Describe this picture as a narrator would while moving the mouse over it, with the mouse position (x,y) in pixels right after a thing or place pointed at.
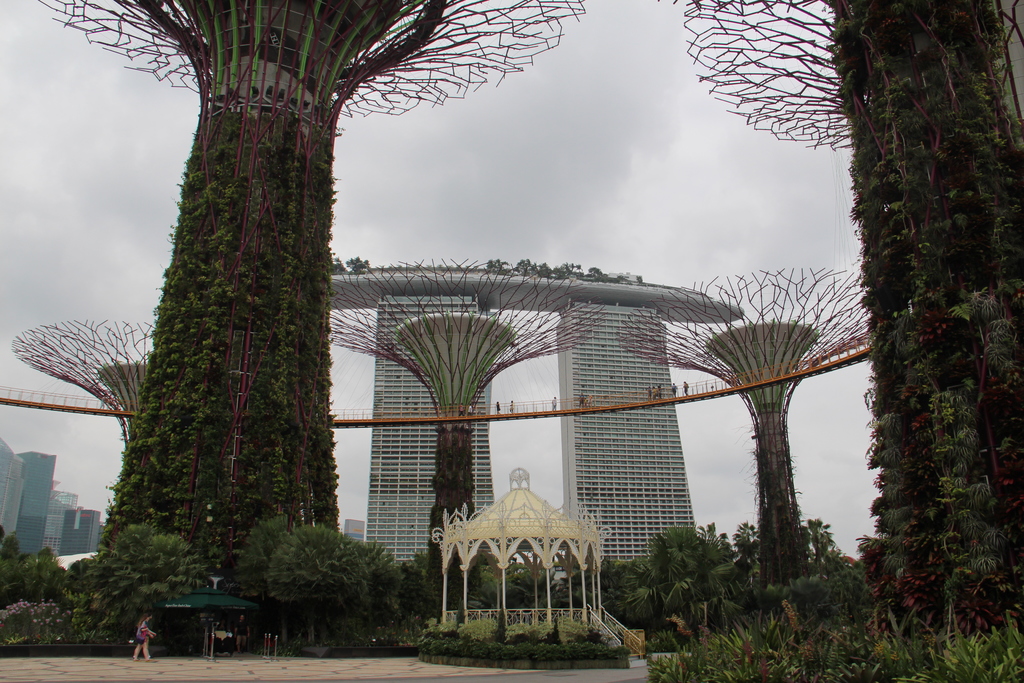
In this image I can see number of plants (911,654), number of trees (301,480), number of buildings (573,448), clouds (461,112) and the sky (684,171). On the bottom side of this image (572,610) I can see open sheds (207,593) and two persons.
